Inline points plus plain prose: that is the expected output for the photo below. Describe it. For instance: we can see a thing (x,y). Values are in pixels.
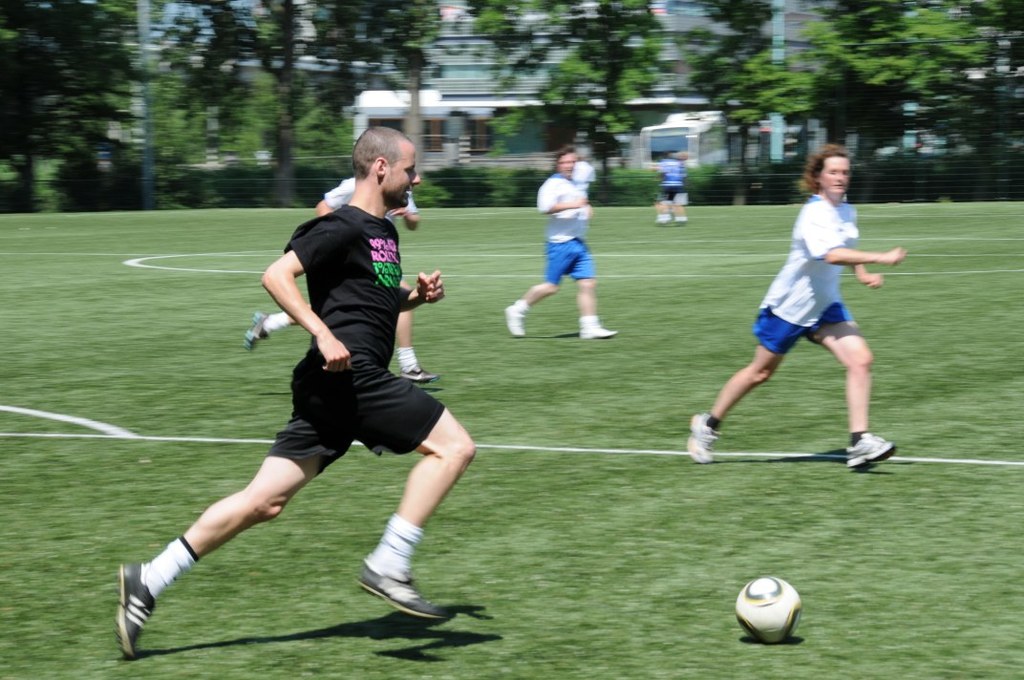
In this image we can see some people (416,503) and it looks like they are playing and we can see a ball (764,633) on the ground (764,570). There are some trees (9,104) and buildings (429,81) and in the background (718,78) the image is blurred.
